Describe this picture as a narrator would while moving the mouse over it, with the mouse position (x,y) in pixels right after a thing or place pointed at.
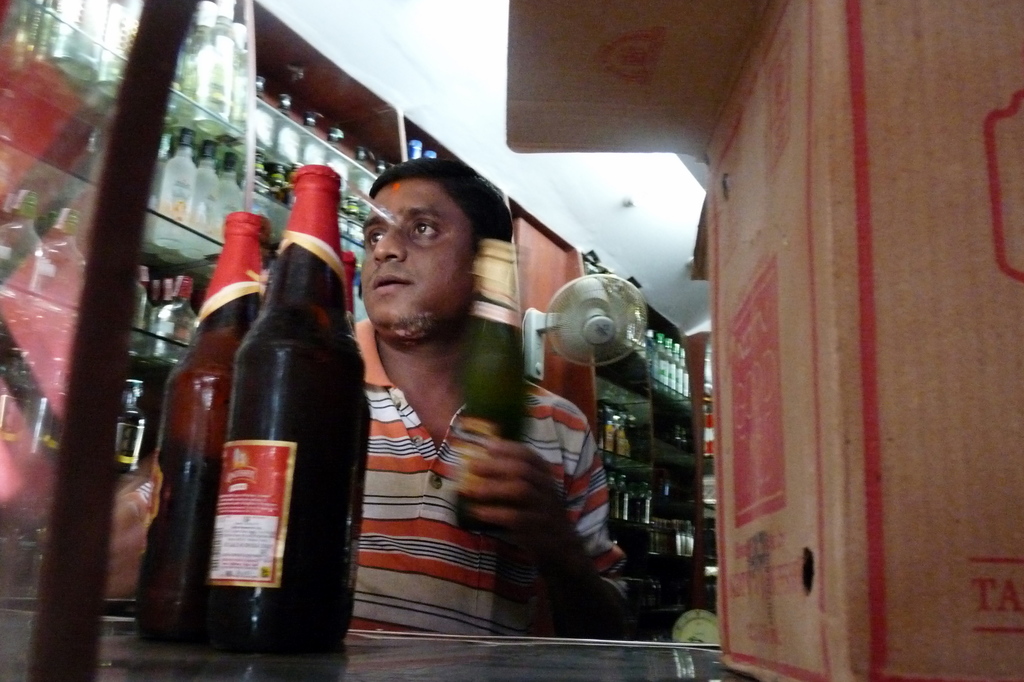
a person (423,227) is standing, holding a green glass bottle (478,424) in his hand (478,463). in front of him there are 2 brown color glass bottles (312,467) and at the right (800,365) there is a carton (881,420). behind him there are shelves (197,270) in which there are glass bottles (650,352) and a fan (610,330).
